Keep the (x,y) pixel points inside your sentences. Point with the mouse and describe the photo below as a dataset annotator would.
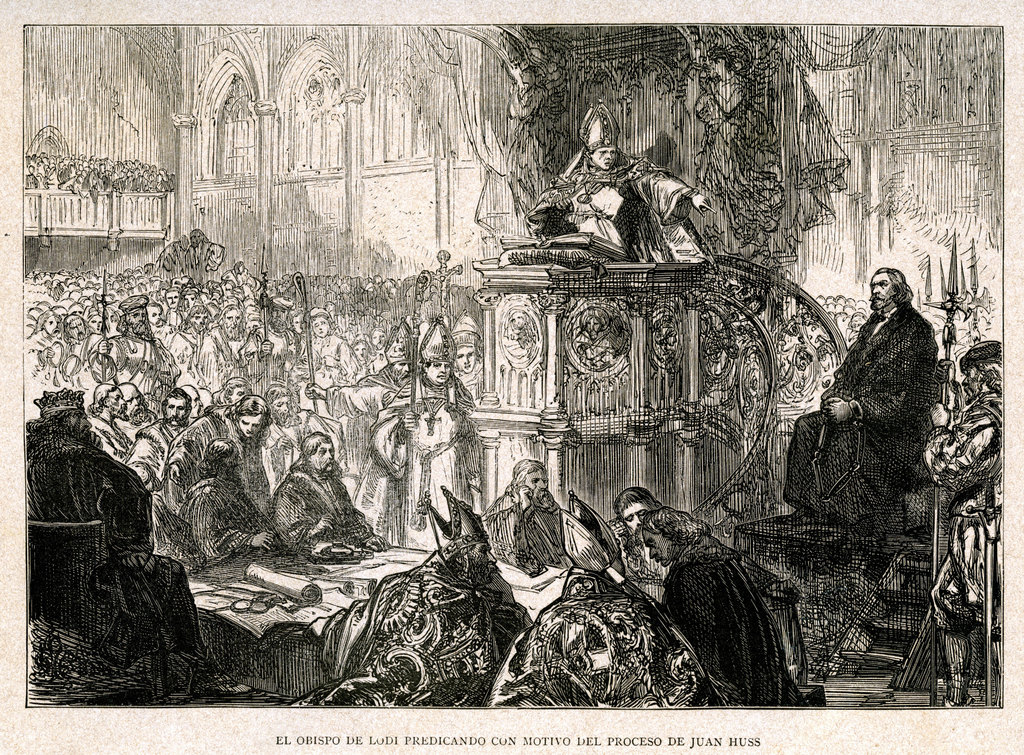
In the picture I can see sketch of people (461,494), wall (425,155) and some other things (795,572). This image is black and white in color. I can also see something written on the image.
